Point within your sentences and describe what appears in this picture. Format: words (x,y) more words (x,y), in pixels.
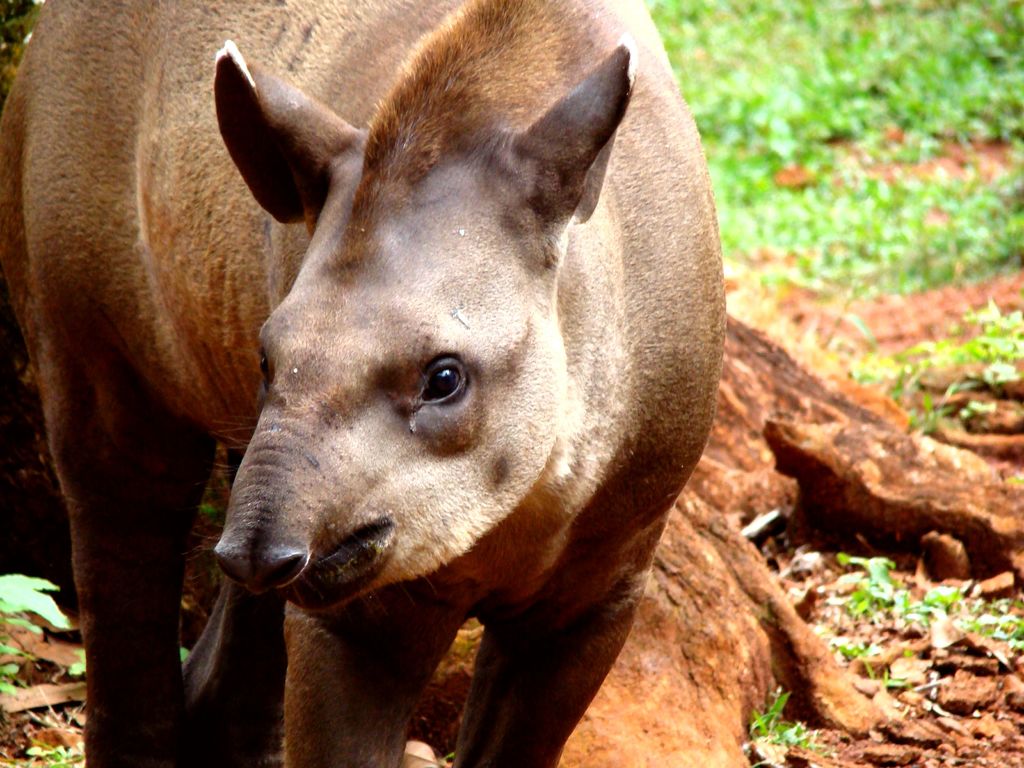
In this image in the foreground (482,483) there is one animal (482,483), and in the background (839,72) there is grass (832,84) and in the center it looks like a rock (740,463) and mud (956,713).
